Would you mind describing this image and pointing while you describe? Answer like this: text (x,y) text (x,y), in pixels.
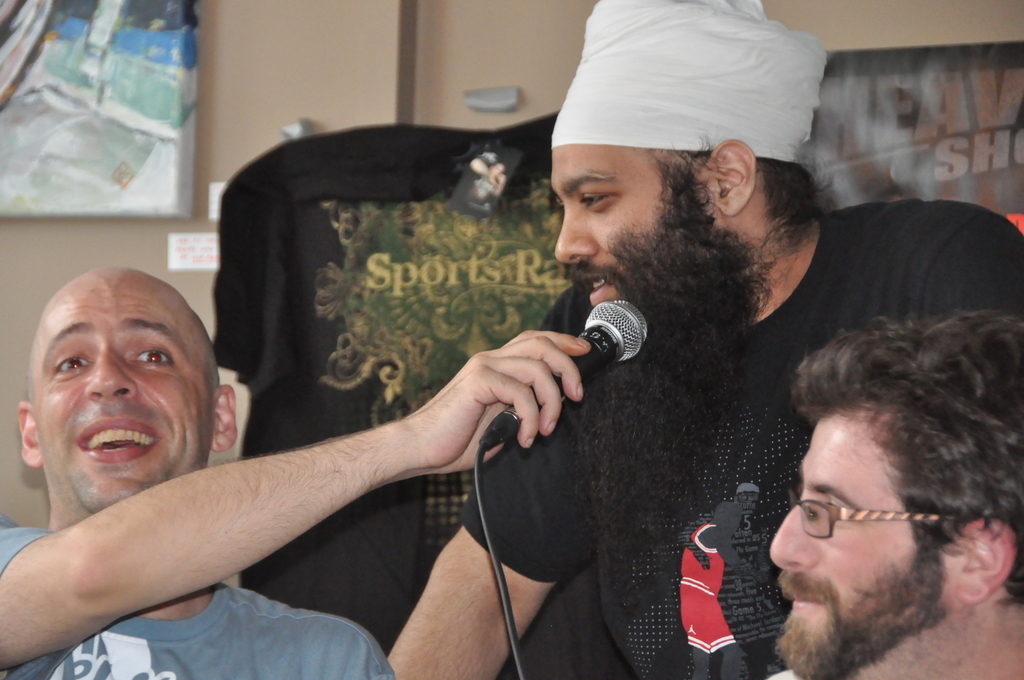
In the image we can see three men (264,526) wearing clothes (499,539) and they are smiling. The left side man (131,467) is holding a microphone (594,333) in his hand (523,382) and this is a cable wire (504,594). There is a wall (225,115) and poster (121,115) is stick to the wall (393,75).
